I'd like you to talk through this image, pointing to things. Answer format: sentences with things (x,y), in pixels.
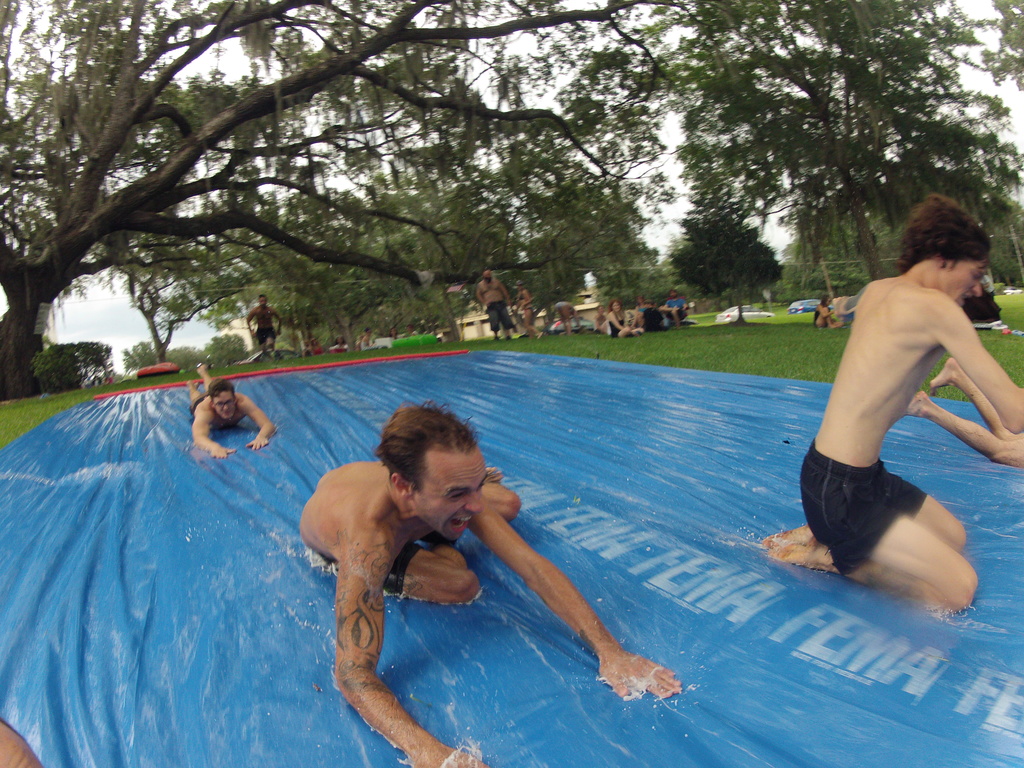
In this image we can see many trees (429,199). There is a grassy land (444,343) in the image. There are few people (639,322) sitting on the ground (38,414) and few people (495,299) standing on the ground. There are few vehicles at the right side of the image (753,320). There are few buildings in the image. We can see few people (816,483) sliding on an object (907,744). There is some water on the blue colored object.
